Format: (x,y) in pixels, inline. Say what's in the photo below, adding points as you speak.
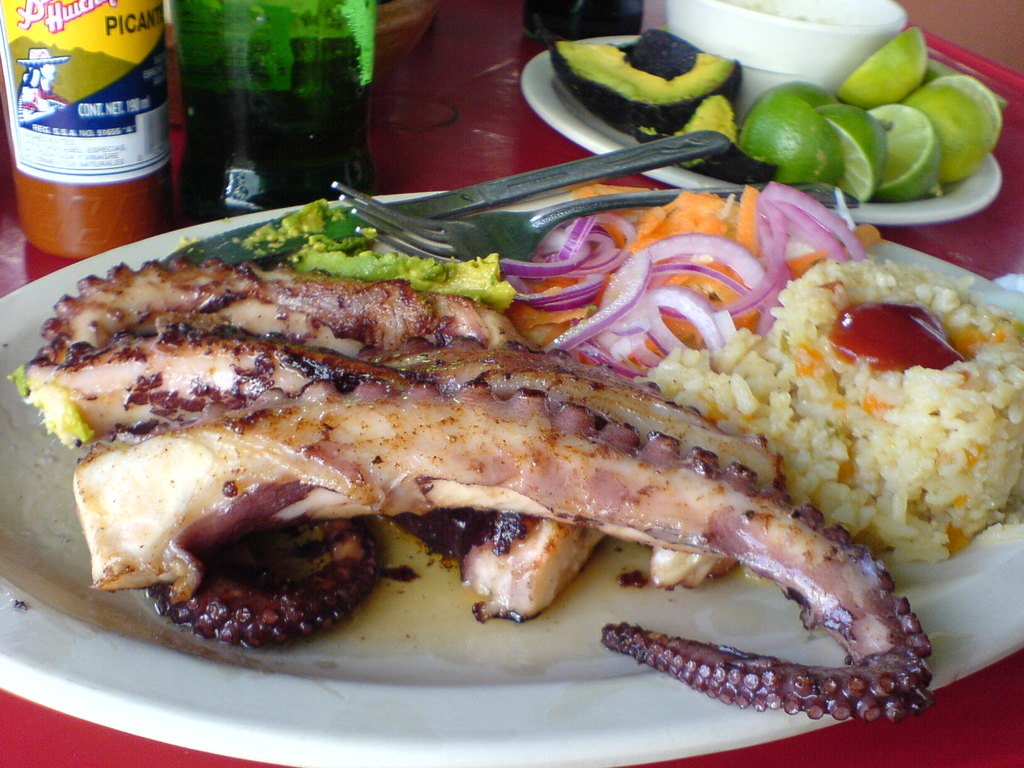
In the image we can see a table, on the table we can see some plates (19,527) and bottles (242,118). In the plates (575,119) we can see some food (966,490), knife (393,203) and fork (441,240).
